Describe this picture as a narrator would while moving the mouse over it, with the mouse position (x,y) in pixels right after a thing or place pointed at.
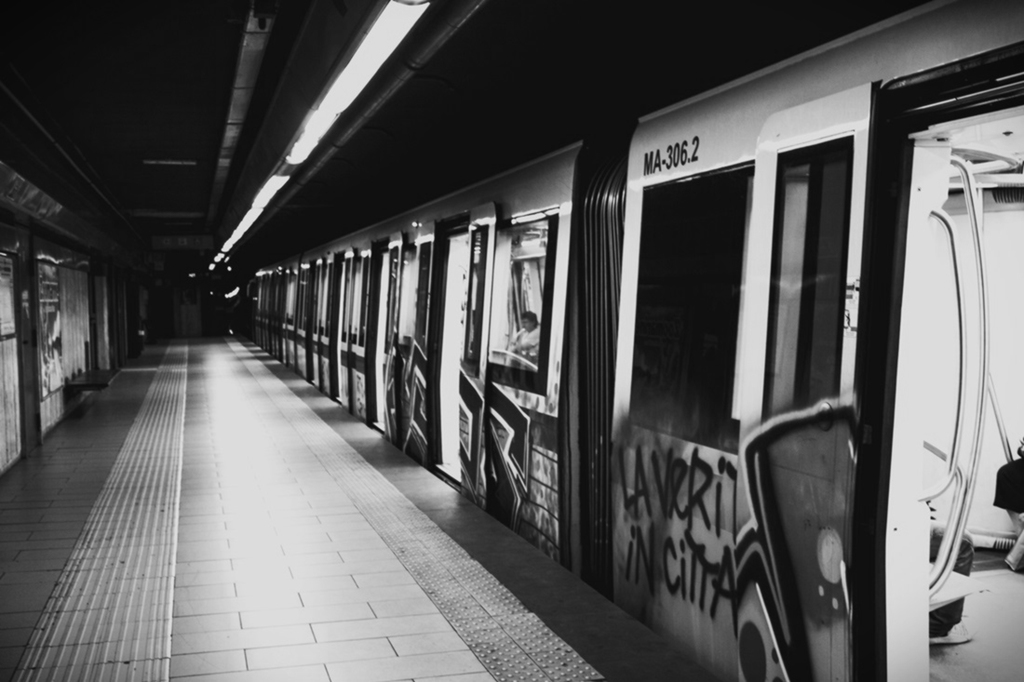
In this picture on the right side (1003,260), we can see a train (642,231) on the railway track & on the left side (199,643) we see the railway platform (233,454).
